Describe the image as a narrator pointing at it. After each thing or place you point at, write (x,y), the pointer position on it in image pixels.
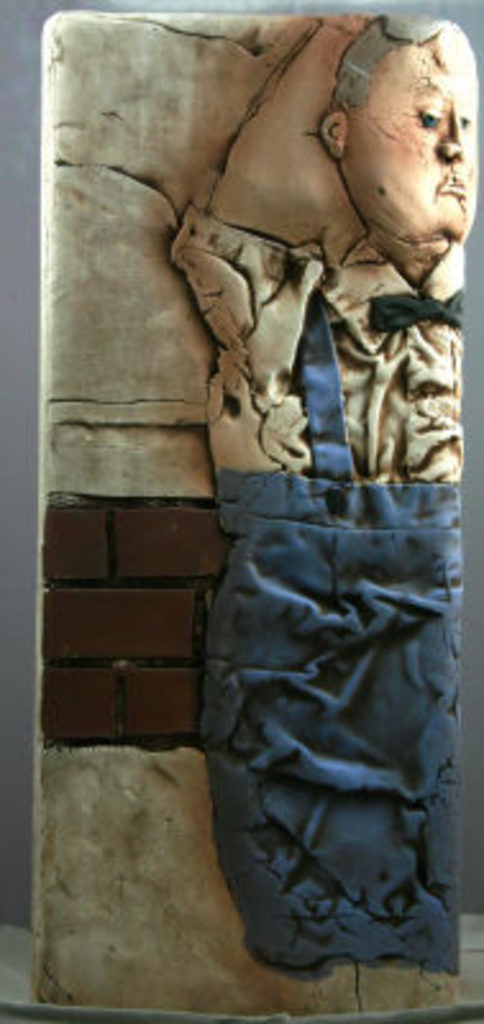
In this image, there is a sculpture (356,639) carved on a stone (300,150), and there are some color on it.
